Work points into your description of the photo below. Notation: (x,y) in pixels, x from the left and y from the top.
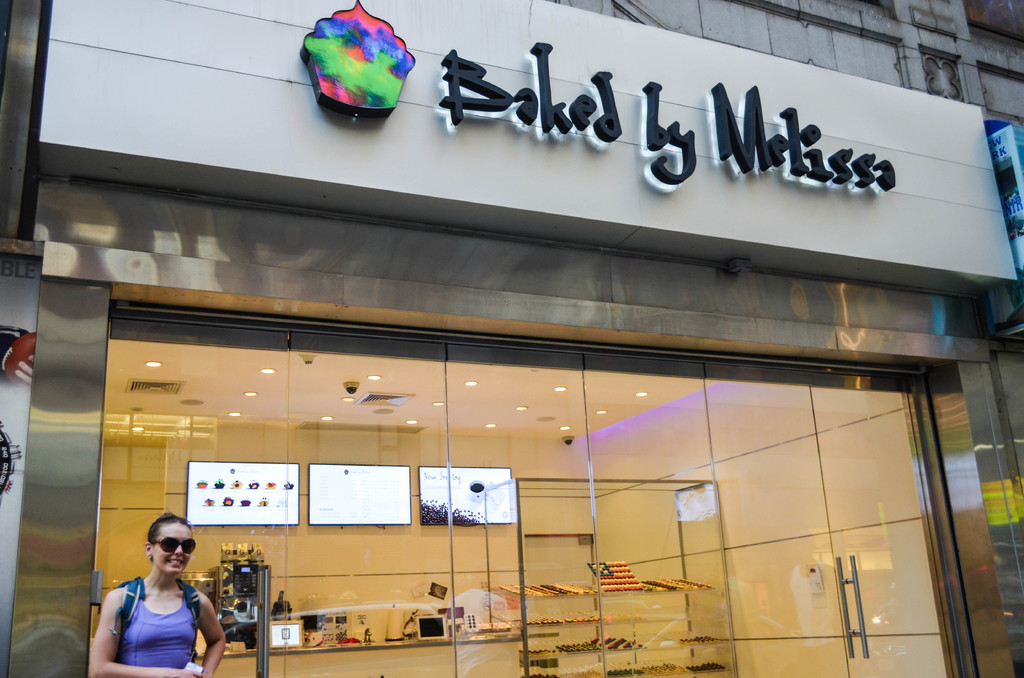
In this image we can see a building (306,242). We can also see the televisions (337,498) on a wall (500,582), some objects (701,585) placed on the racks (588,631), some devices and objects (332,638) placed on a table (421,652) and a roof (438,421) with some ceiling lights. We can also see an illuminated signboard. In the foreground (194,661) we can see a woman (210,628).
